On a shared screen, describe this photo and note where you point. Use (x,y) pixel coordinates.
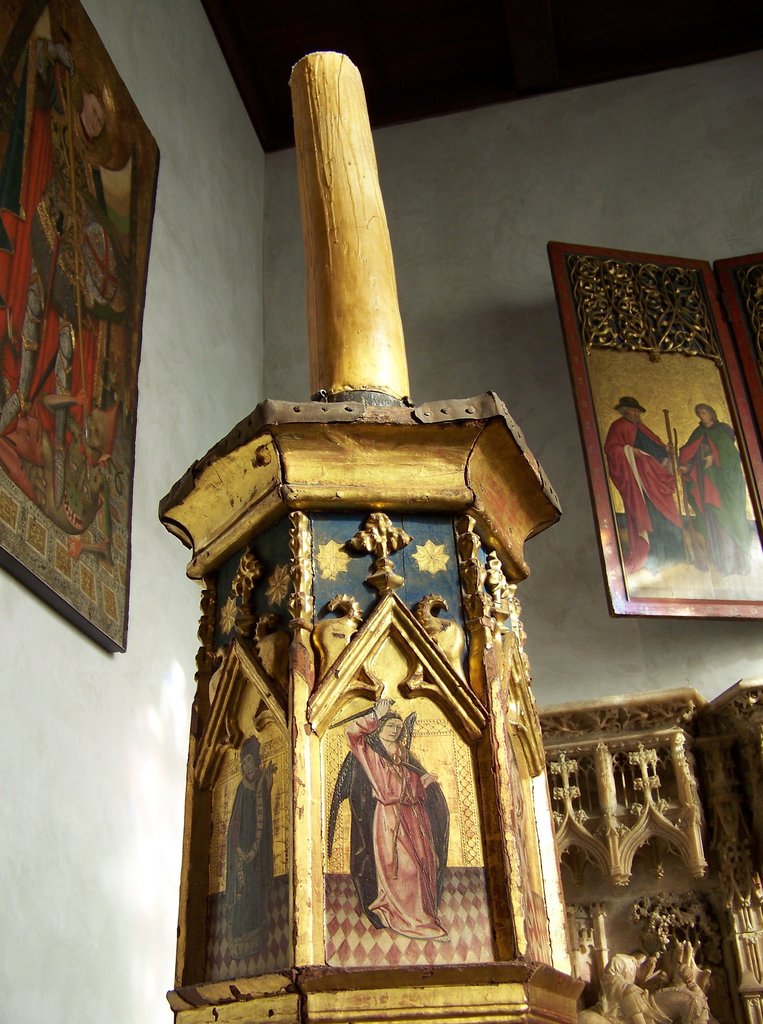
In this image, we can see a wooden object (321,169), in the background (75,957), we can see the walls (665,196), there is a photo (54,450) on the wall (21,722).
